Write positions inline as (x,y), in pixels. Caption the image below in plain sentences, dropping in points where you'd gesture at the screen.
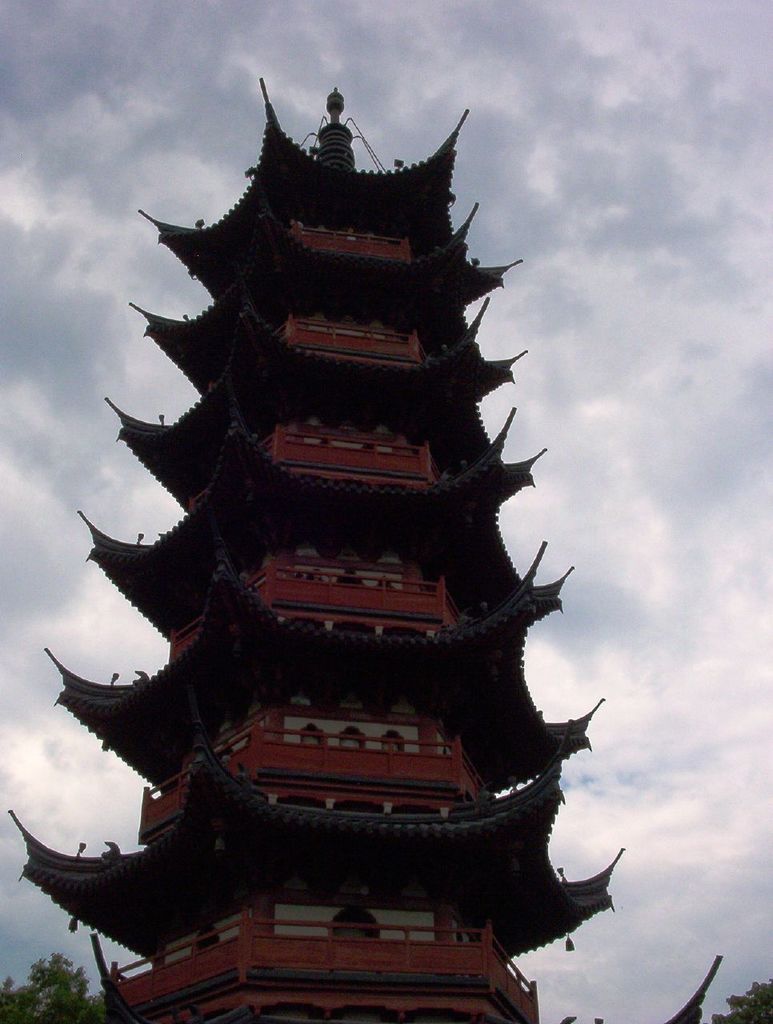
In this image, we can see a building (247,907). We can see some trees (752,1007) on the left (80,1006) and right. We can also see the sky (655,615) with clouds (702,275). We can see an object (690,1004) at the bottom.
